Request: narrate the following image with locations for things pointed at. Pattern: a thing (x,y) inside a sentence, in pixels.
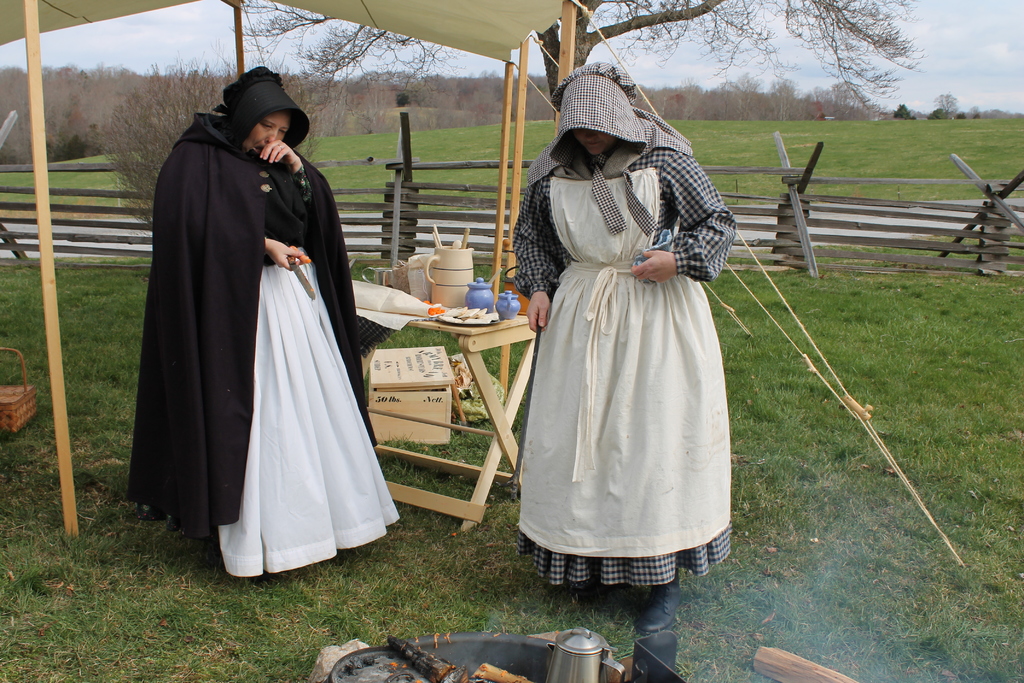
In this picture we can see two persons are standing on the ground (92,625). This is table (487,349). On the table (480,334) there is a plate (487,315) and a jar (481,303). On the background (712,105) we can see some trees (539,98). This is grass (945,334) and there is a sky (954,57).
